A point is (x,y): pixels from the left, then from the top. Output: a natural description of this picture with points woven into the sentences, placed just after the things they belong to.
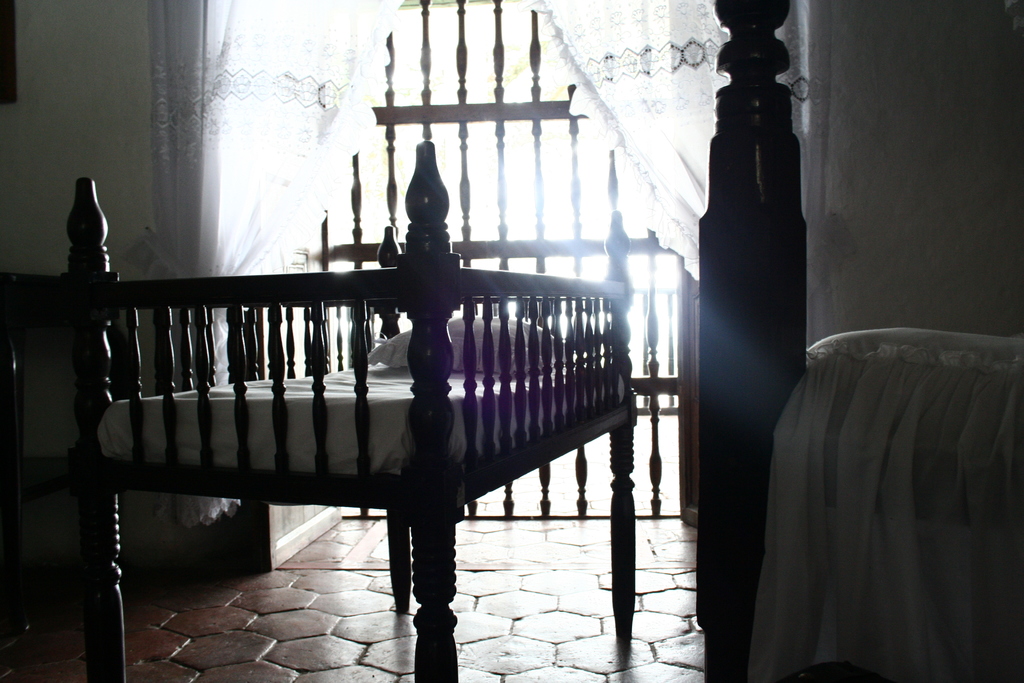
In this image we can see a bed (363,408) on the floor (411,594) and a pillow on the bed (472,347), in the background (495,160) there is a grille (539,109), doors (278,513), curtains (669,69) and on the right side (732,401) there is a pillar (729,384) and a cloth (925,457).
